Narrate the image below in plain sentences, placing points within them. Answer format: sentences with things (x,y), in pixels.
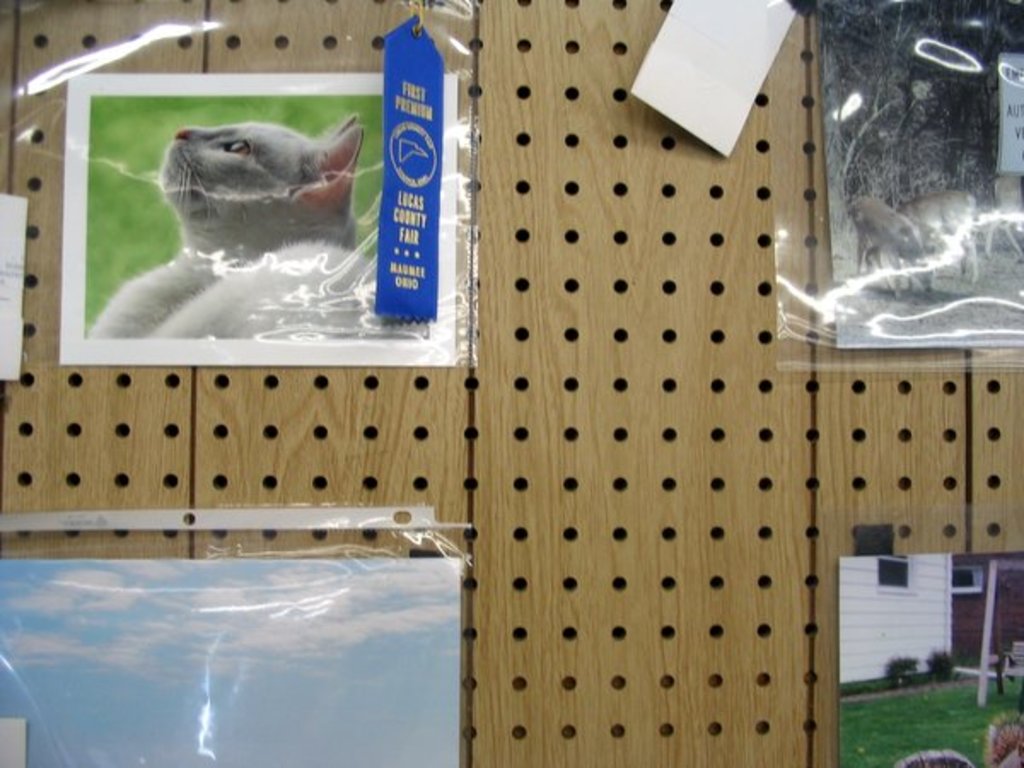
In this image there is a wooden wall (577,315) to which there are holes (621,383). On the wooden wall (672,398) there are pictures (212,232) which are kept in the cover (261,265) are sticked to the wall (350,30).
